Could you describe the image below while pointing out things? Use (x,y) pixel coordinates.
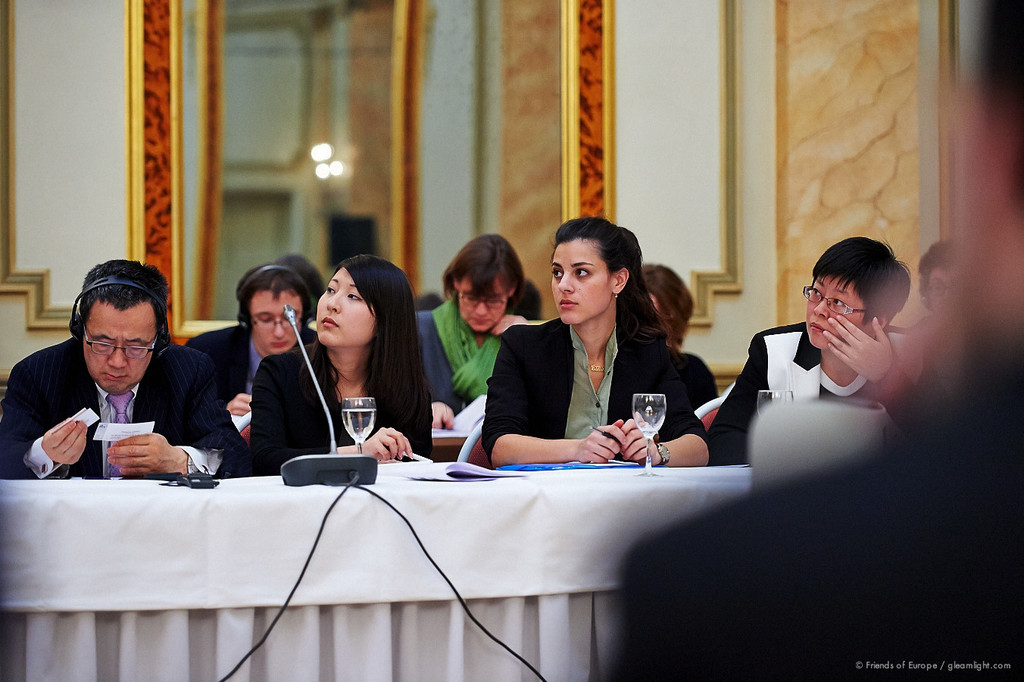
In this image in center (375,413) there is a table (435,557), which is covered with a white colour cloth (379,559) and on the table (163,506) there are glasses (356,442), there is a mic (317,480) and there are wires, papers (425,469) and there are persons (302,381) sitting. In the background (337,98) there is a mirror (386,94) on the wall (4,107).
